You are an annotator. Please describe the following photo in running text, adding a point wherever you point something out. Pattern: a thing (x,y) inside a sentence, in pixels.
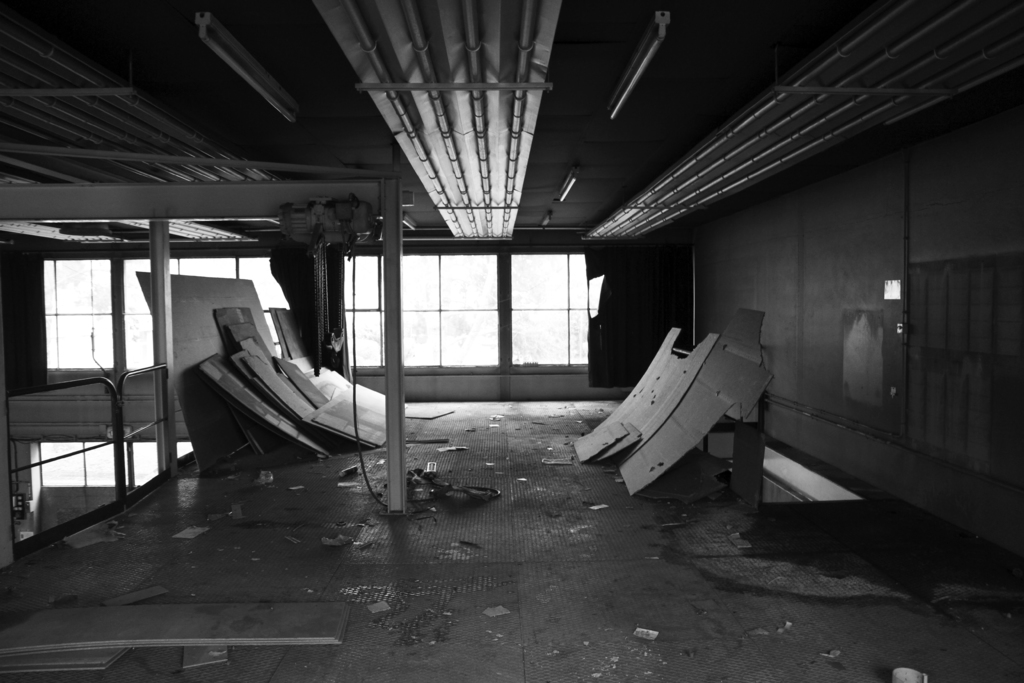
In this we can see lights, sheets (211,360), poles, windows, also we can see the wall (934,393), and the picture is taken in black and white mode.
